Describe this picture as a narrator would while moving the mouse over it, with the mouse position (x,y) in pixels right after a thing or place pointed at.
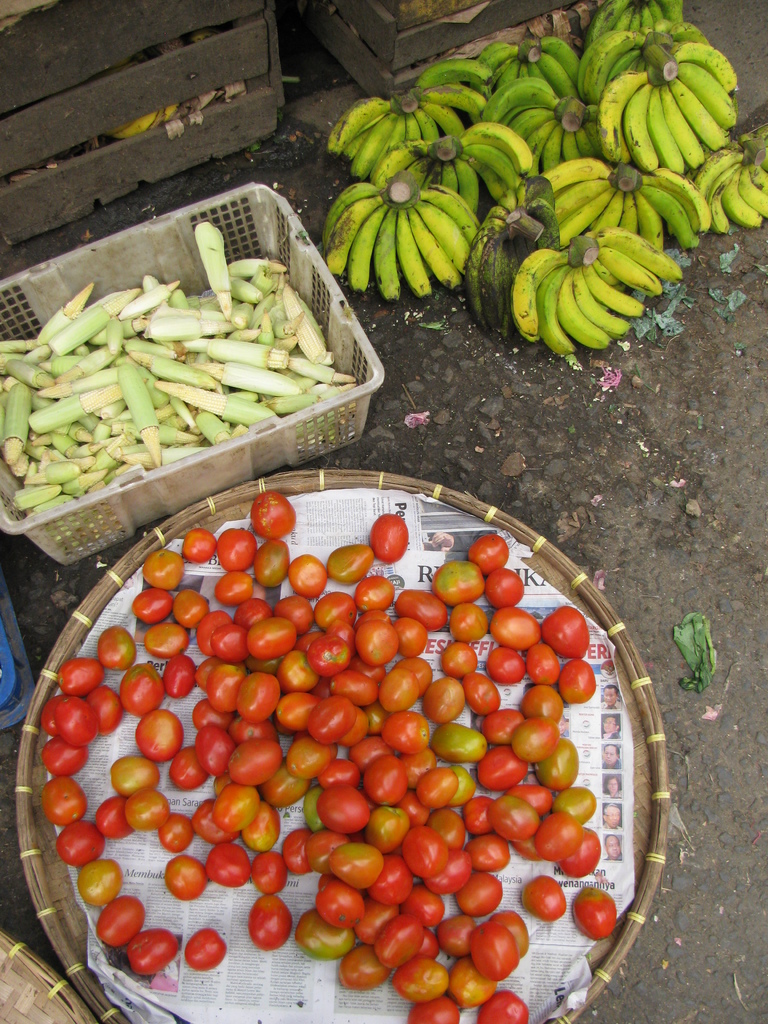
In this image we can see some tomatoes (310,681) in a basket (410,884), corn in a container (166,484), some wooden boxes (104,150) and a bunch of bananas (420,146) which are placed on the ground (714,866).
